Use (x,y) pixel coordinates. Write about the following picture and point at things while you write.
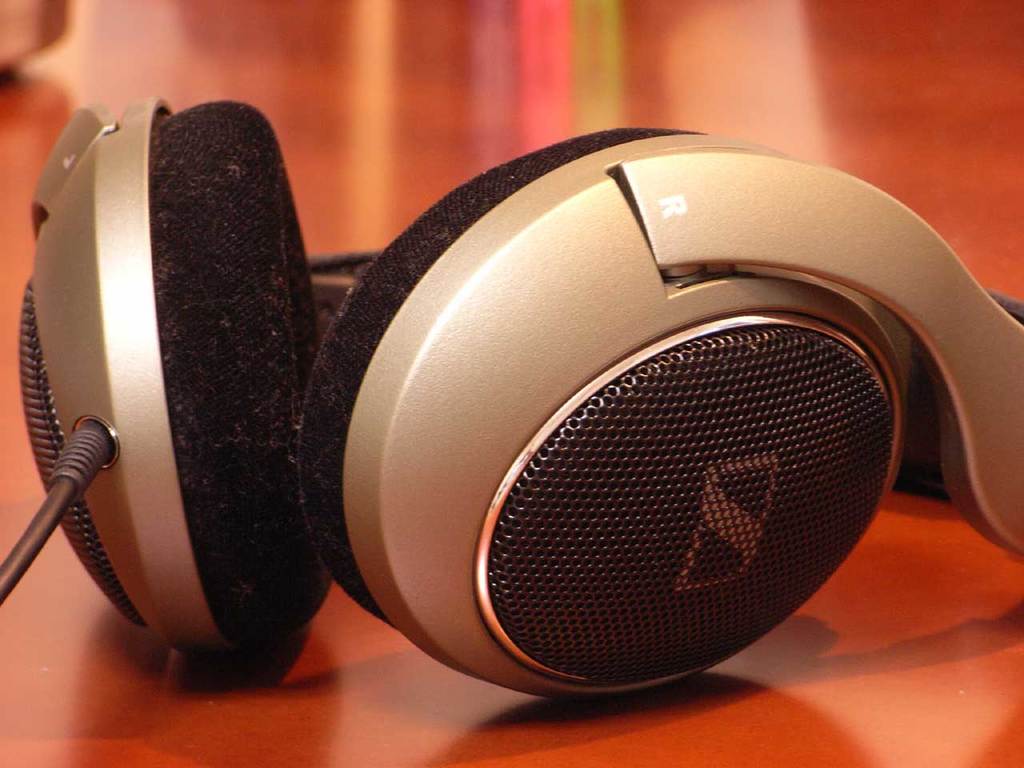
In this image we can see a headset (261,481) and a wire (79,468).
